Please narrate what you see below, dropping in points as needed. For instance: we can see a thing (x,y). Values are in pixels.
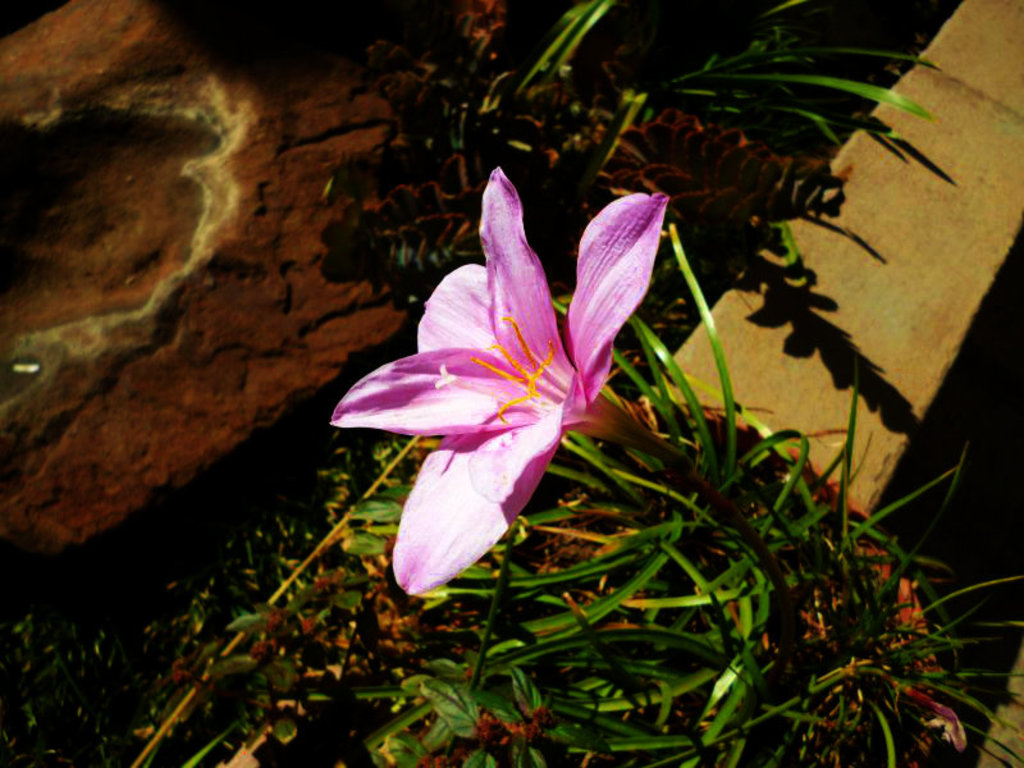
In this picture we can see a plant (572,577) with a flower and this plant (615,595) is growing on the ground (633,502), beside this plant (640,549) we can see a brick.
